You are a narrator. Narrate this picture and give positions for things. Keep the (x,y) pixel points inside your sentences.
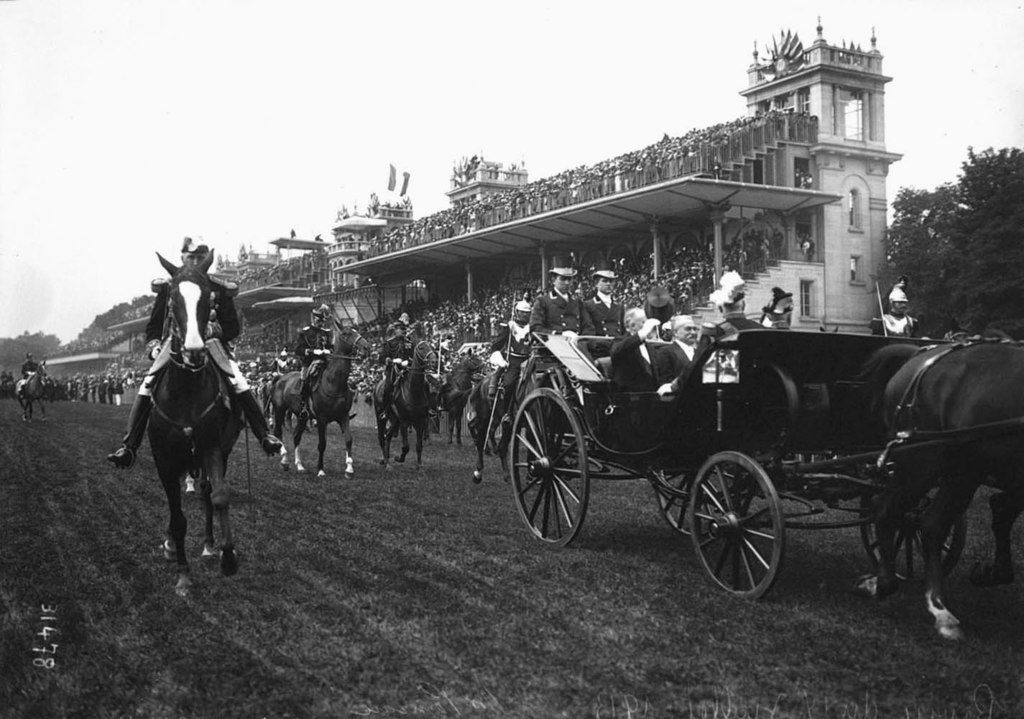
In this picture we can observe some horses (291,400). There are some persons (243,384) on the horses (413,357) who are riding them. On the right side (741,405) there is a chariot (805,422) and a horse (926,377). There are some people (650,344) sitting in the chariot (638,450). We can observe some people (635,278) sitting in the chairs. There is a building (810,211). There are some trees (929,236). In the background (79,332) there is a sky (376,88).
